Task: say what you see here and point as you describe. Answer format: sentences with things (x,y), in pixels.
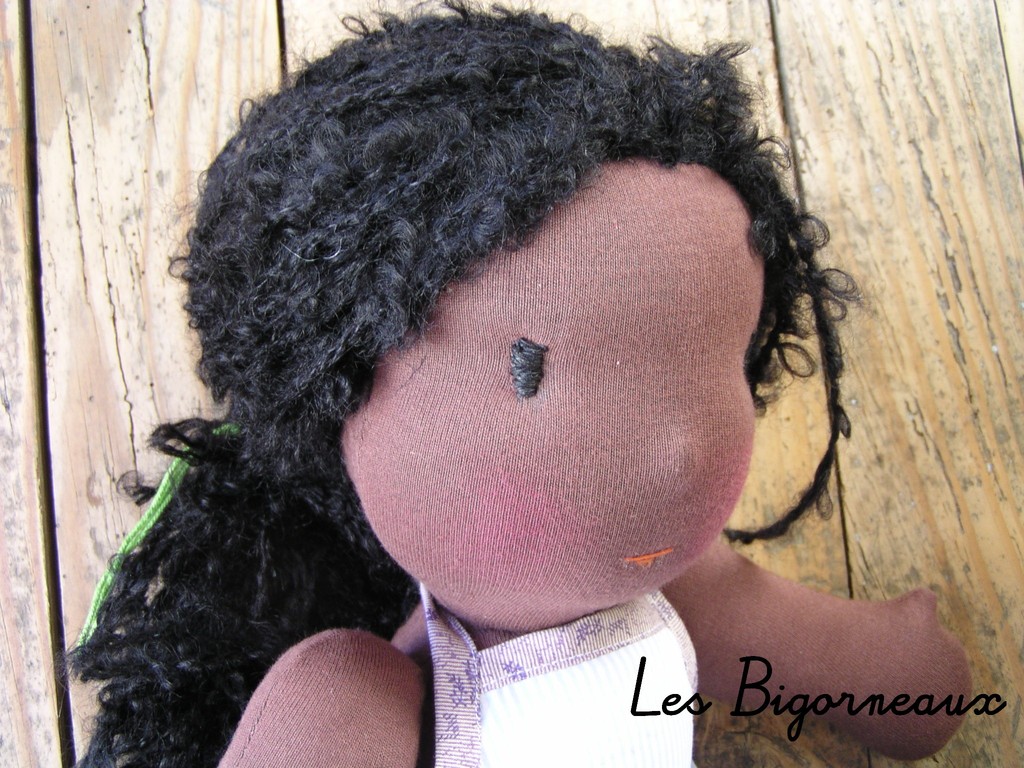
In the image we can see there is a doll (511,352).
